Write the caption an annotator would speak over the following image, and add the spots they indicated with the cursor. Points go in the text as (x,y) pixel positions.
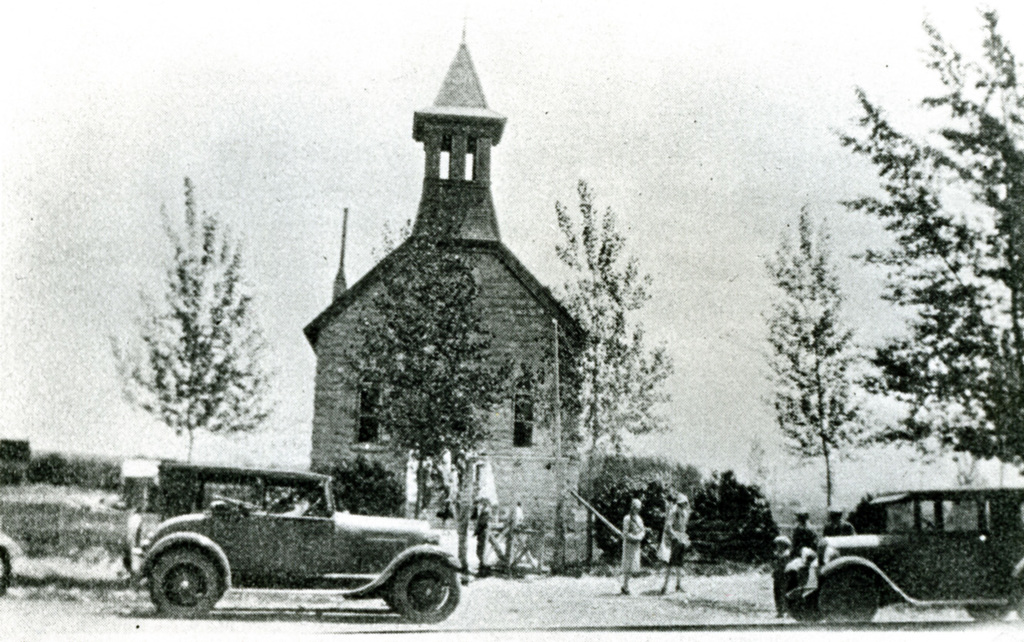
Here, we can see a picture, in that picture there are two cars (284,567) and there are some people (673,554) walking, there is a house (337,335) and at the top (640,43) there is a sky (218,52).
